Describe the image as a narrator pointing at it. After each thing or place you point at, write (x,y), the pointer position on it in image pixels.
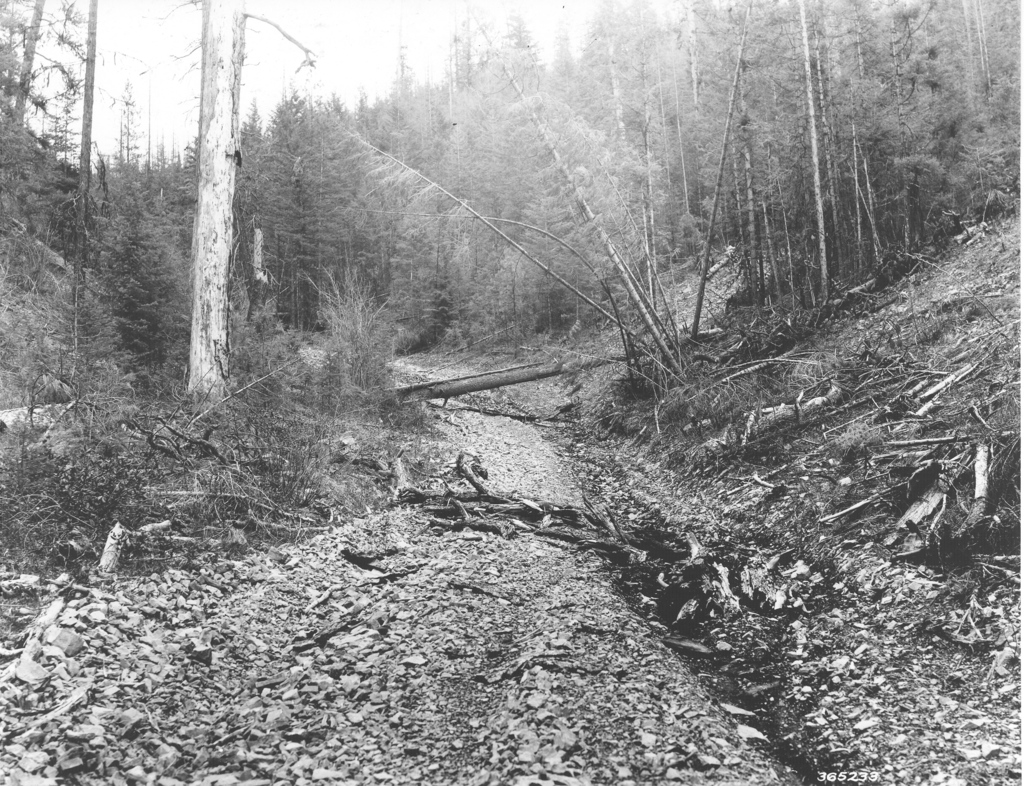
There is a road (554,492) on which, there are wooden pieces (480,477) and a wood (565,367) which is placed across this road (520,487). On both sides of this road (519,620), there are plants (10,230) and trees (397,216). In the background (355,42), there is sky (337,47).
